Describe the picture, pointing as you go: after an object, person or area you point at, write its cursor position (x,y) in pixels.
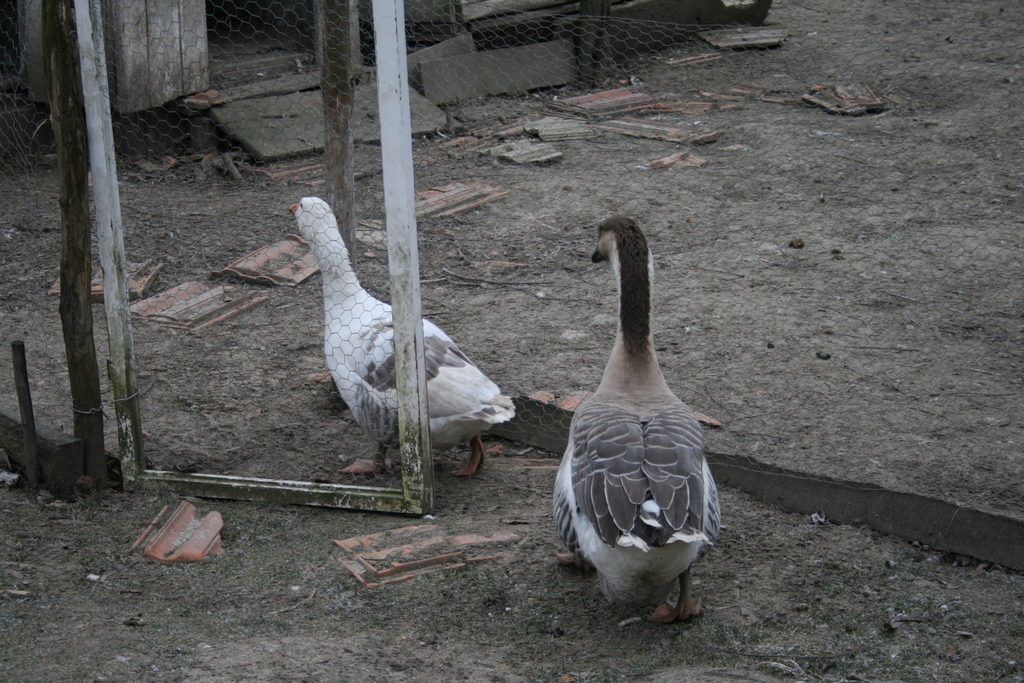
In this picture I can see the ground (557,293) on which there are 2 birds (439,330) which are of white, grey and brown color. In the background (153,37) I see the fencing (409,142) and few things (475,71).
